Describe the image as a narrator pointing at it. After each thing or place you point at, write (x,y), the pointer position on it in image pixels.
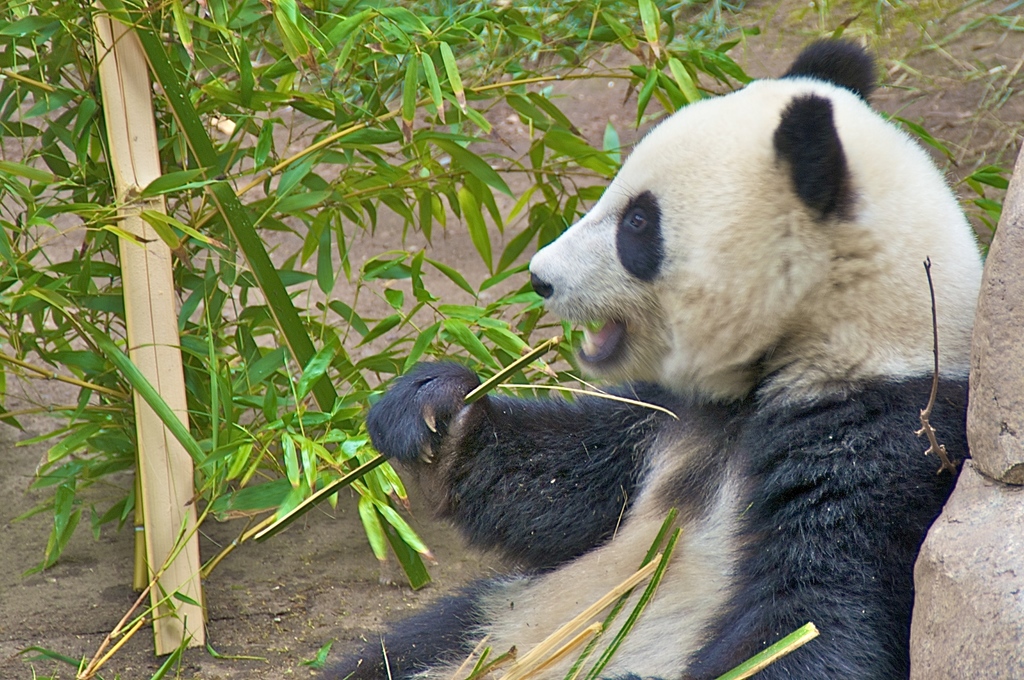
In this image in the center (581,309) there is an animal (707,270), in the background (404,267) there are some plants (228,406) and mud (252,562). On the right side (961,470) there are some rocks (966,501).
